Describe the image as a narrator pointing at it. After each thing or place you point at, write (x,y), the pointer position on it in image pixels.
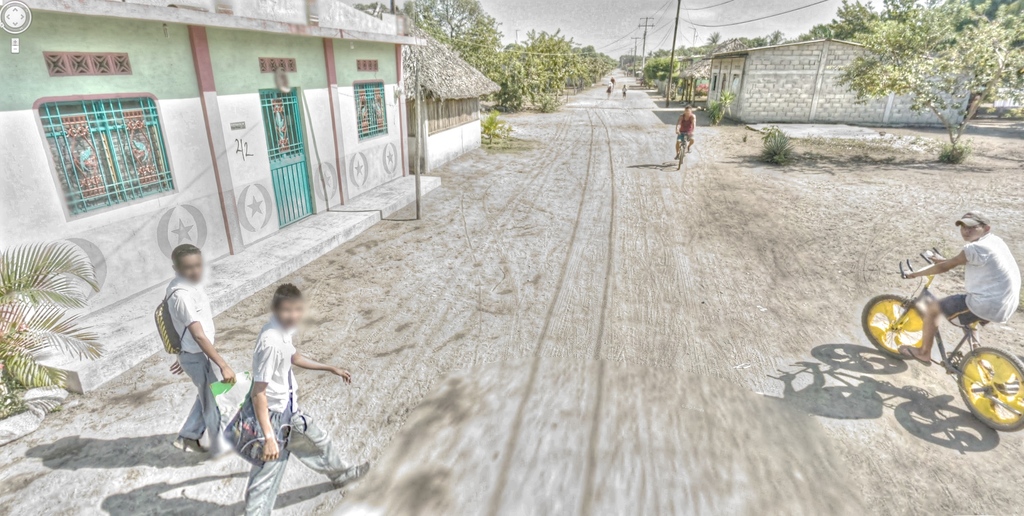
These two persons (188,250) walking and wearing bag (161,321). These two persons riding bicycle (974,412). This person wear cap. This is road (480,250). We can see house (748,68), trees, sky (722,16), poles (674,46) and wires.
